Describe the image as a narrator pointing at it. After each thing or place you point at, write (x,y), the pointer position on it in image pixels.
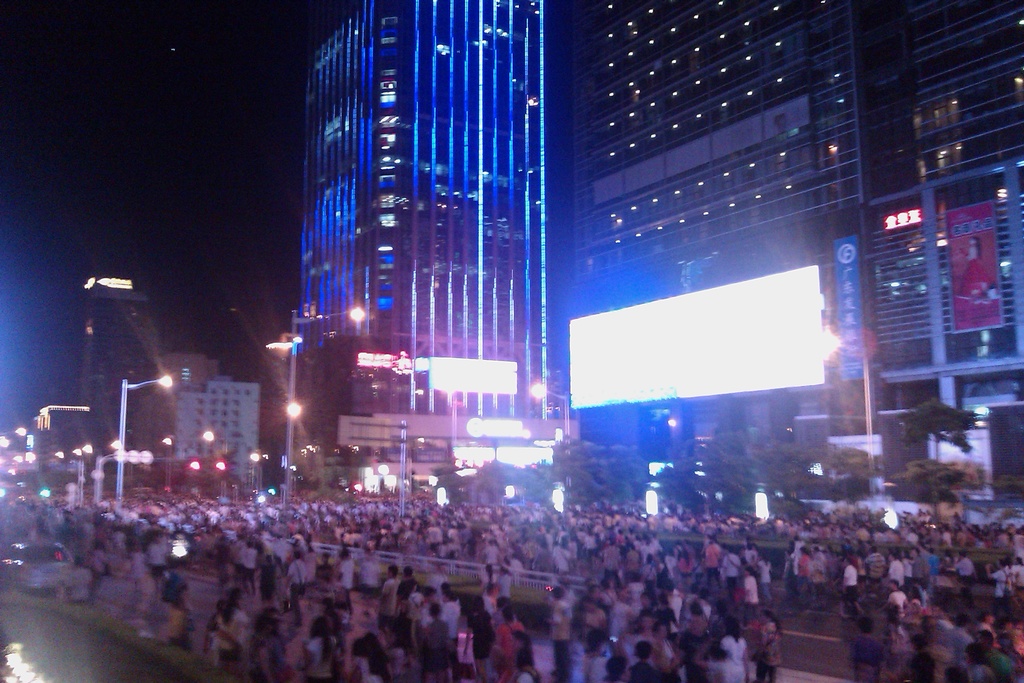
In this picture we can see a group of people (173,577) on the roads (97,584), poles (401,474), lights (26,457), buildings (844,166) and in the background (212,144) it is dark.
